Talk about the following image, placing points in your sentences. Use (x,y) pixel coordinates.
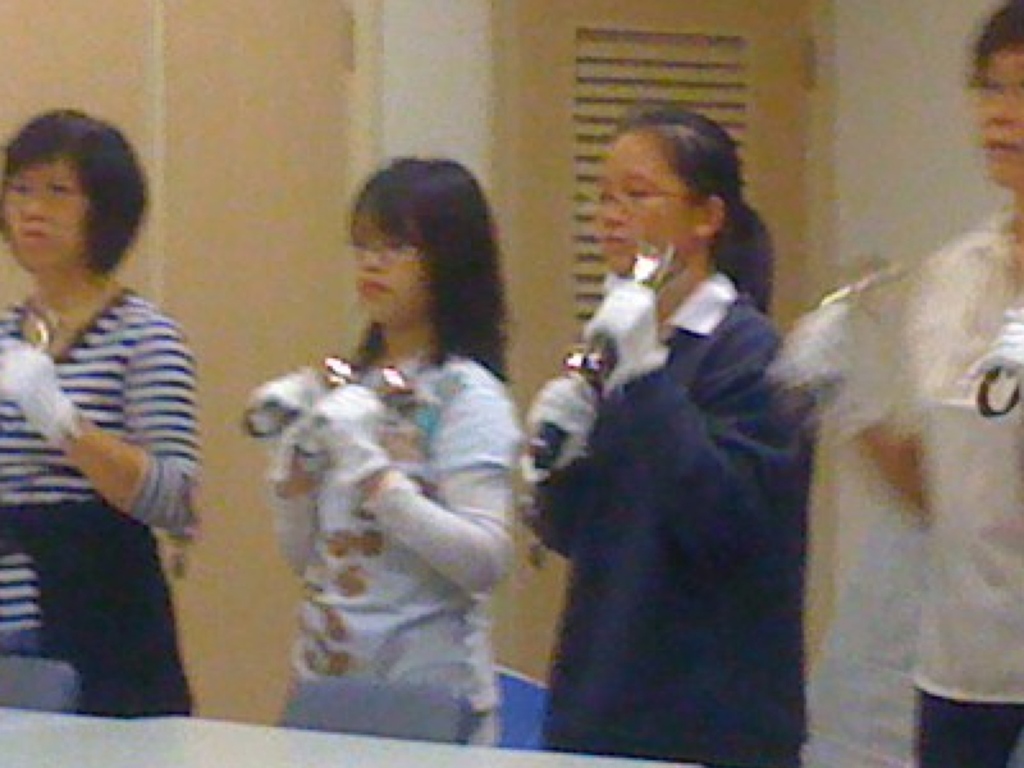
In this image there are a few people (19,464) standing and holding few objects (545,444) in their hands (328,445), there are a few chairs (379,723) and a table (209,740). In the background (709,89) there is a wall (435,103) and a door (700,84).
